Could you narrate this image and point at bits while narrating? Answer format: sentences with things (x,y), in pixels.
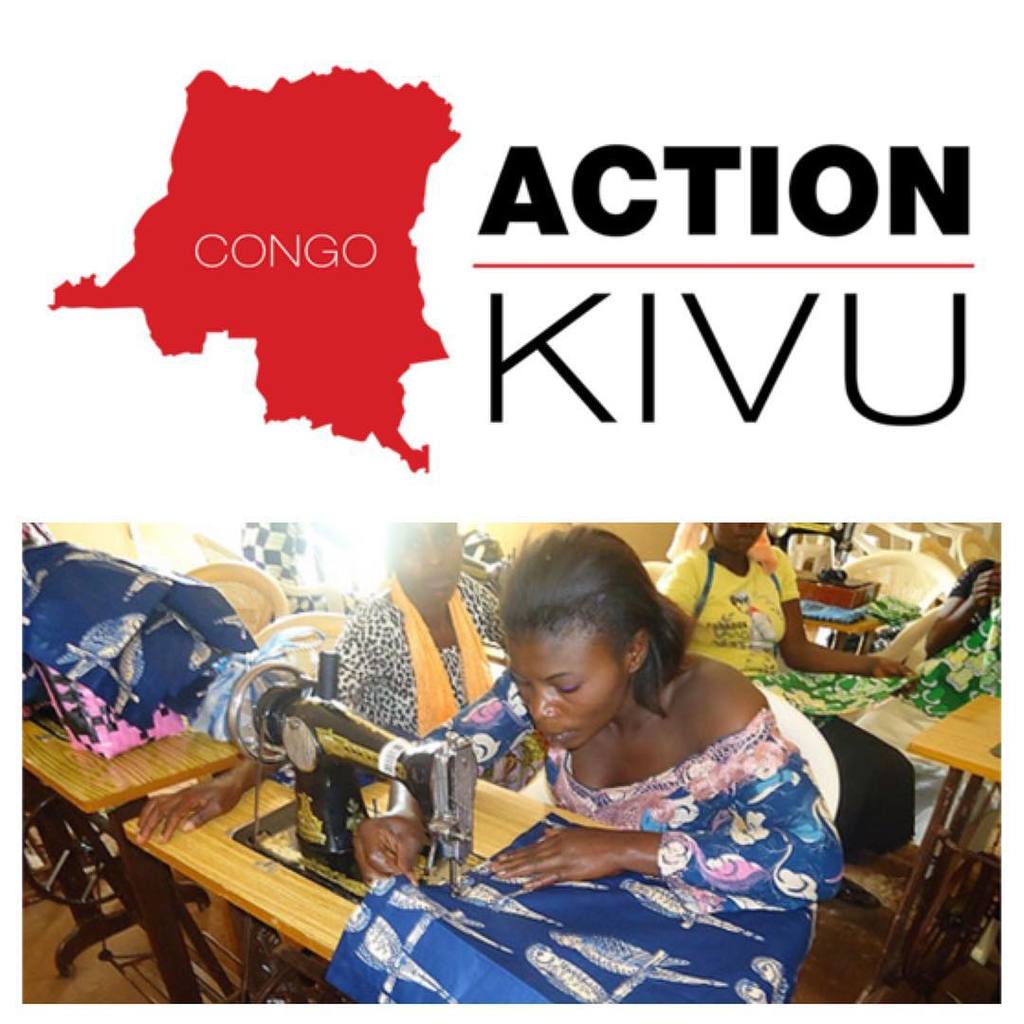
In this image I can see women (589,790) are sitting on chairs (839,770). I can also see some machines (322,820) on wooden tables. In the background (264,603) I can see chairs (811,552). Here I can see a logo (453,260).
